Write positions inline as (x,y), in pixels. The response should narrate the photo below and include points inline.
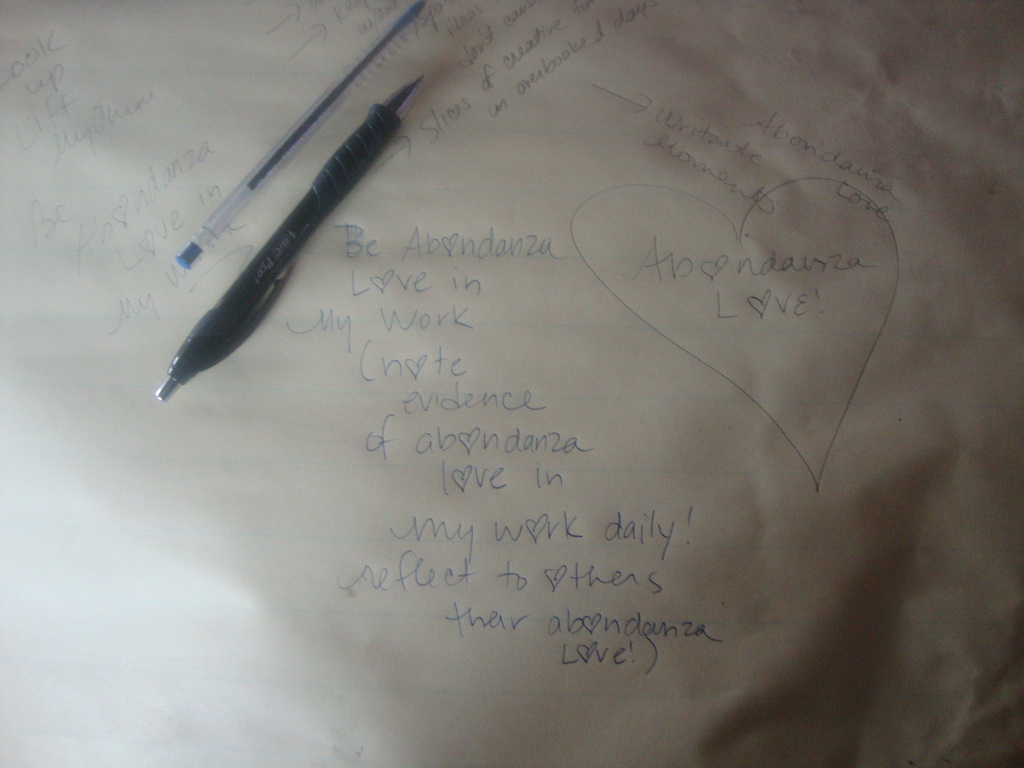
In this image there is a paper (708,110), on that paper (409,452) there are two pens (286,157) and some text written on that paper (684,169).
